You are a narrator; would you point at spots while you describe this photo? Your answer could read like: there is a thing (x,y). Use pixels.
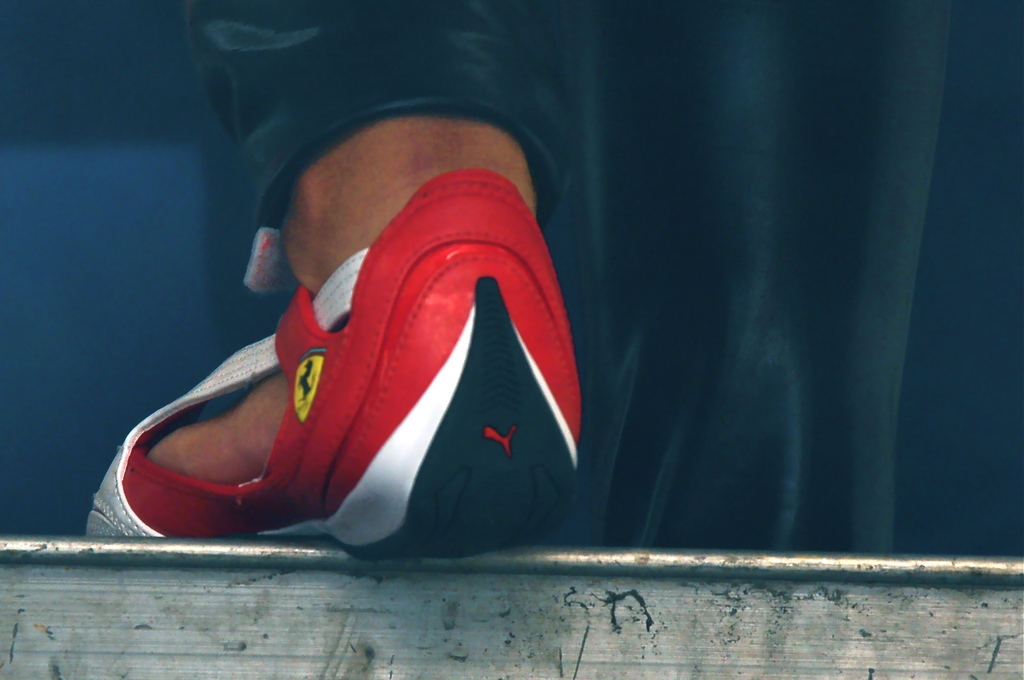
In this image I can see a leg (371,149) of a person (440,164) and I can see red colour shoe (333,421). I can also see a yellow color logo (304,375) over here.
